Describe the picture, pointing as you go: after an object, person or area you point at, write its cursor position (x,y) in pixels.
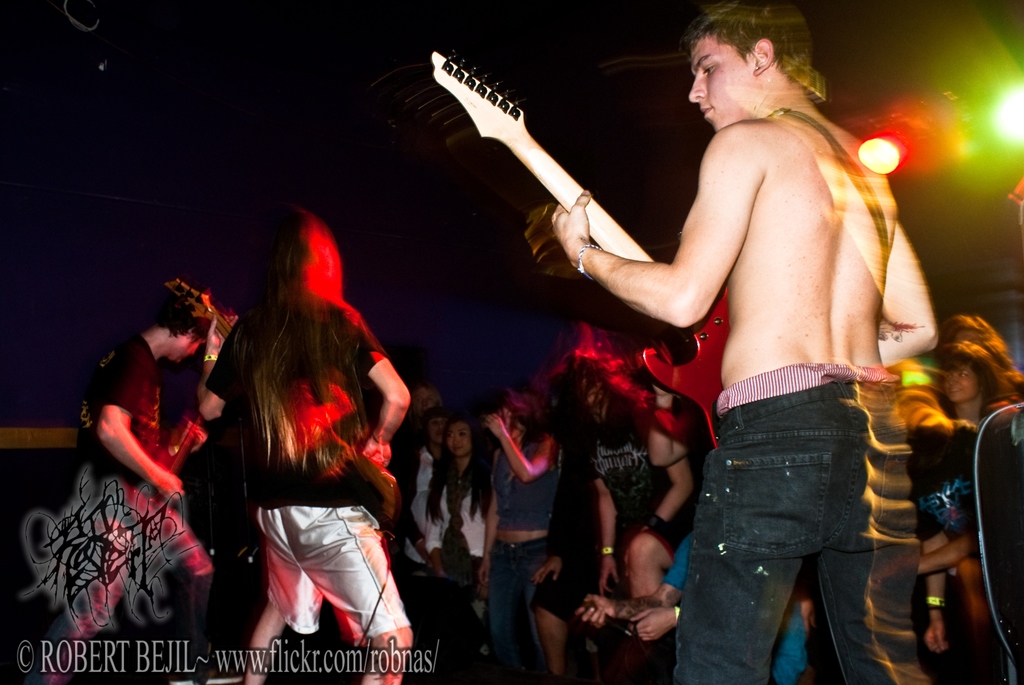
In this image we can see three person (268,480) are playing guitar (676,368). In front of them people (578,431) are standing. Left bottom of the image (254,666) watermark (390,670) is there.
